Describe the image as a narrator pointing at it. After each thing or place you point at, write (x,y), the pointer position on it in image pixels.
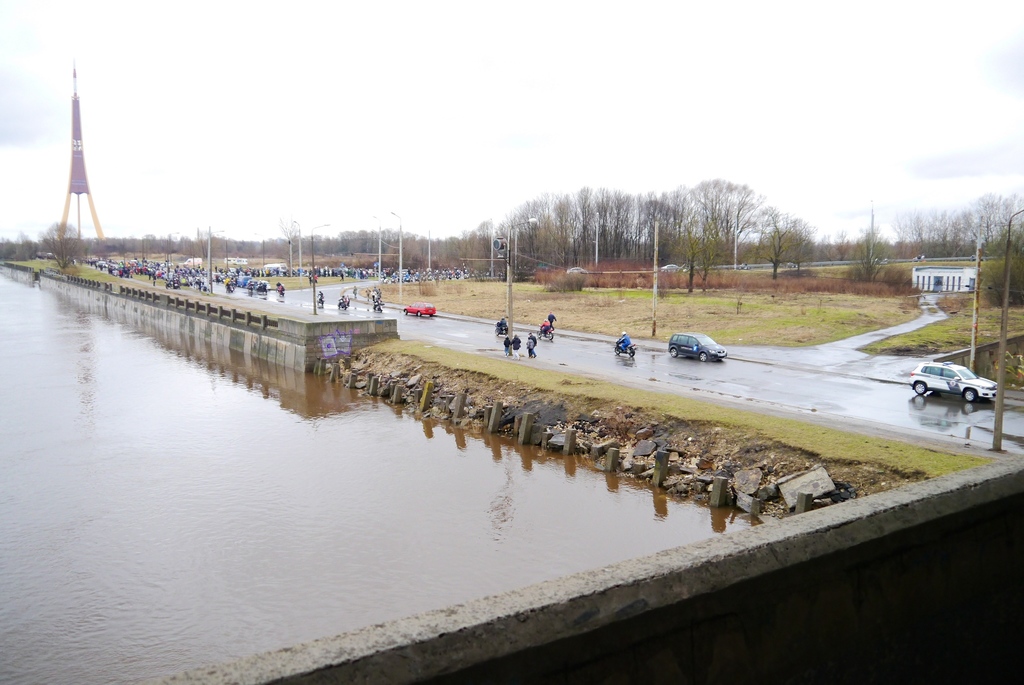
In the foreground of the picture (336,423) there are stones (686,439), water body (672,545) and bridge (902,557). In the center of the picture (457,312) there are cars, poles (1004,334), grass (579,298), people (275,270) and many other objects (416,273). In the background (585,286) there are trees (550,231), fields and a current pole like object (85,168). Sky (186,204) is cloudy.
